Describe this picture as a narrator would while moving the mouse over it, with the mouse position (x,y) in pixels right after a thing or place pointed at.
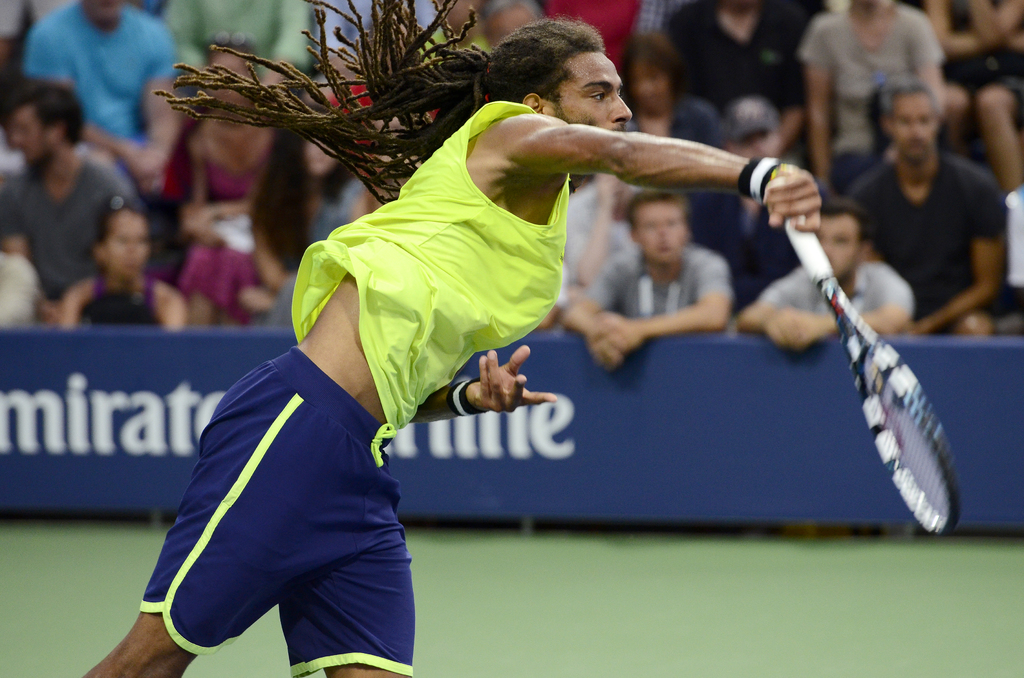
A man (472,272) is playing tennis behind him there are audience (592,200) and a hoarding (549,454).
